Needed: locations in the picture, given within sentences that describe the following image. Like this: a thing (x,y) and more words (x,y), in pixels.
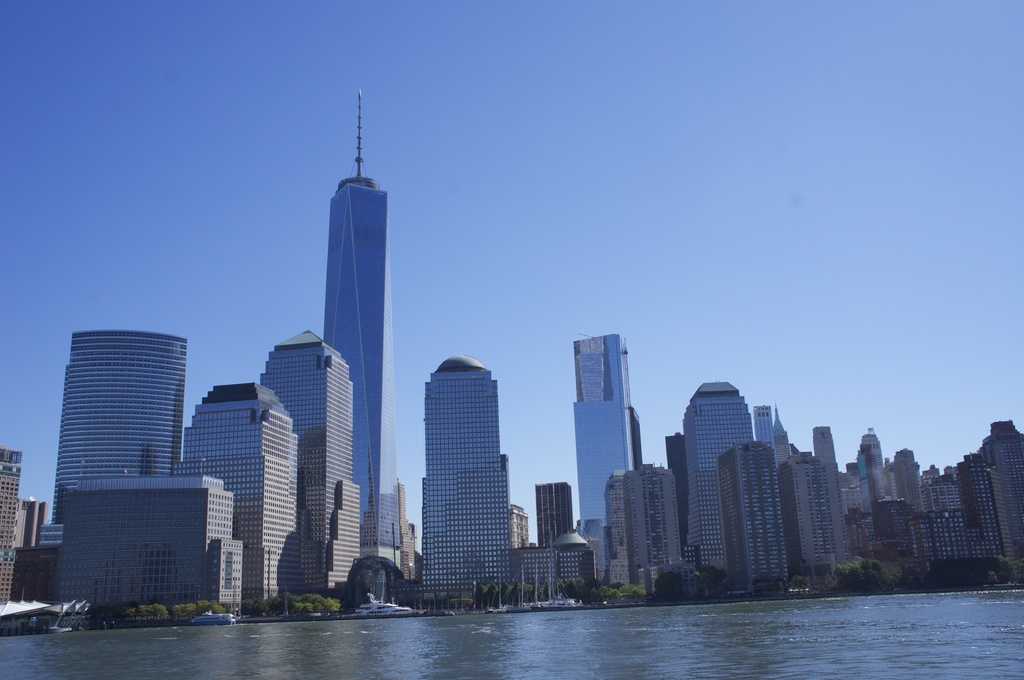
There are buildings (620,492) and trees (623,590), this is water (621,646) and a sky (599,149).
